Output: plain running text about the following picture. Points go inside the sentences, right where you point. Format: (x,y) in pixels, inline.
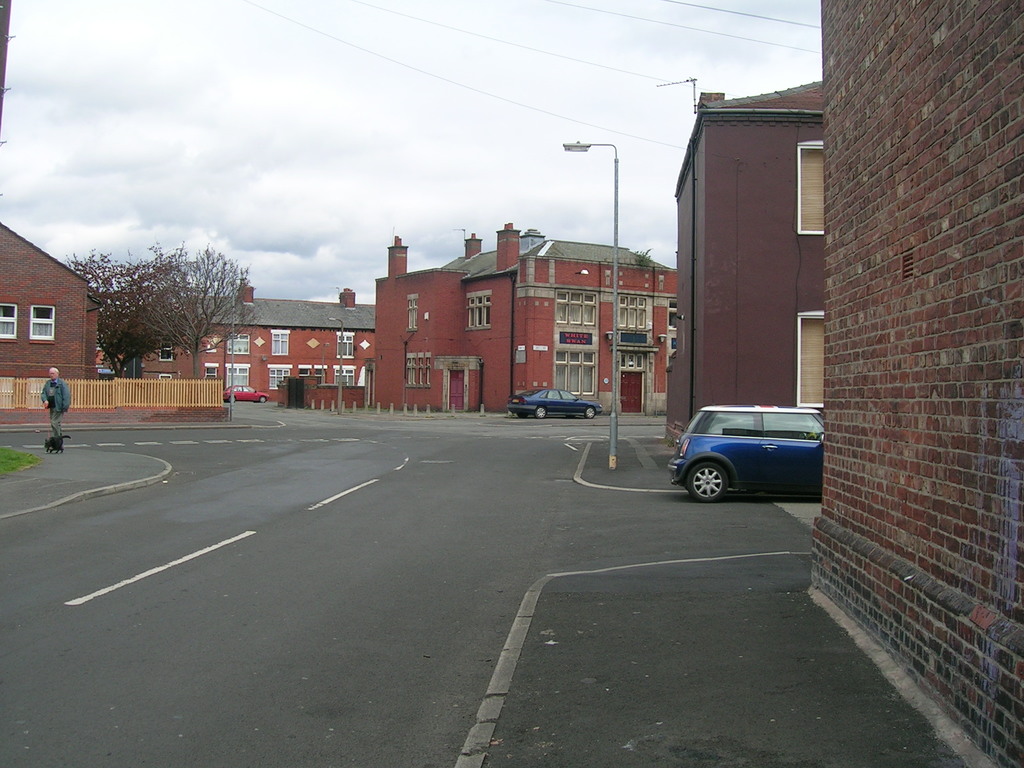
In this picture there is a man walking on the road (288,749) and we can see dog (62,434), grass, light poles (617,388), cars (559,407), buildings (327,351), trees (191,352), fence (170,380) and wires (381,56). In the background of the image (437,110) we can see the sky (407,124).
